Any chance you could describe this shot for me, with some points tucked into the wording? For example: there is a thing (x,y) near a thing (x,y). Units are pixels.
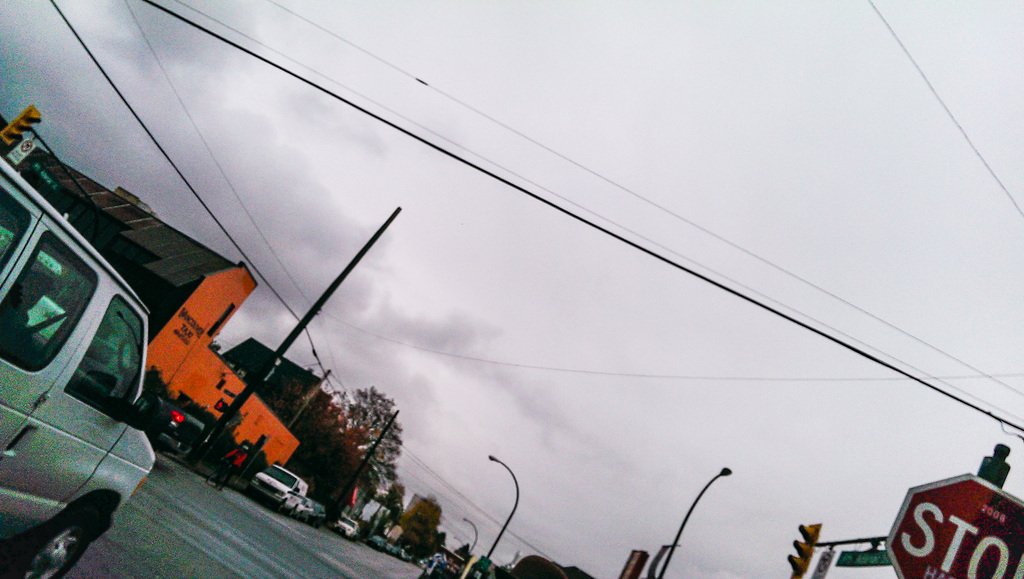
In this picture I can see there are some vehicles (65,536) moving on the road (322,566) and some vehicles (309,506) are parked and I can find there are some poles (360,254), trees (319,494) and buildings (247,431) and the sky (455,126) is cloudy.
